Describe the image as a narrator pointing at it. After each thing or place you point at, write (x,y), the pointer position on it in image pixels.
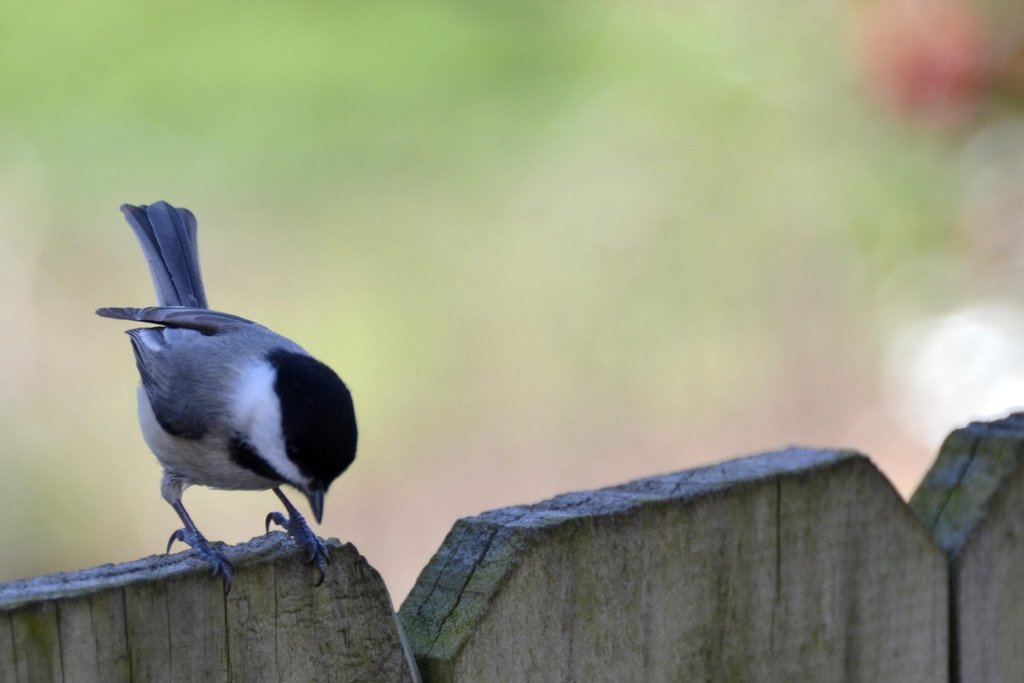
In this image there is a bird (193,469) standing on a wooden fence (268,586).
